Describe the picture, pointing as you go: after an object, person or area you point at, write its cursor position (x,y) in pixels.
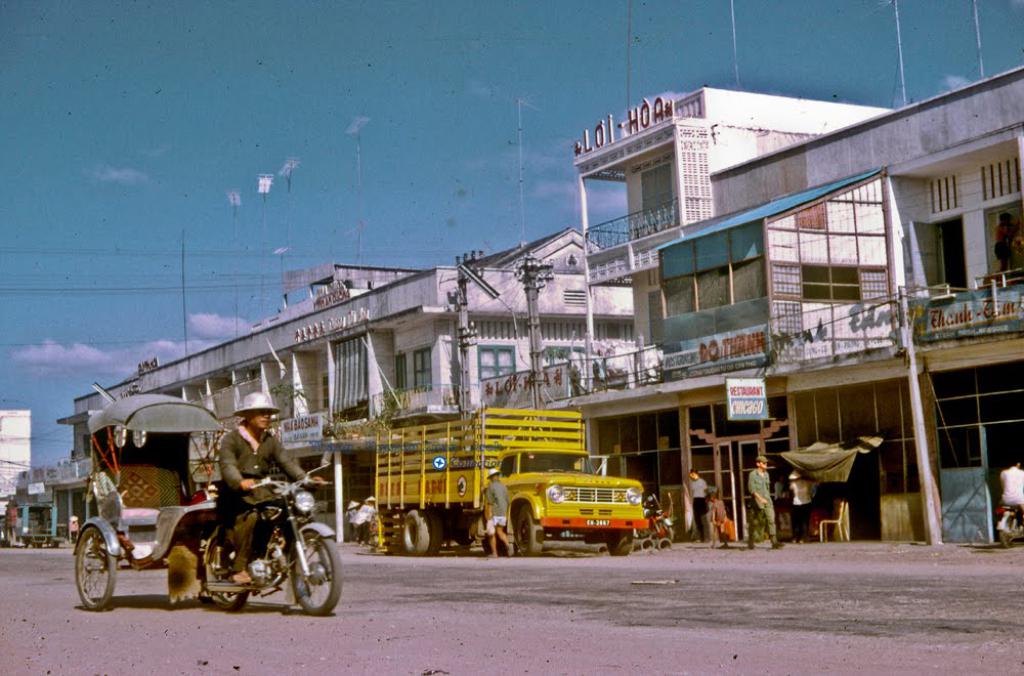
In this image, there are a few buildings (881,489). We can see some vehicles (574,502) and people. There are a few boards (892,315) with text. We can see some poles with wires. We can see a chair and some cloth (836,467). We can see the ground (354,571) and the sky (343,221) with clouds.
